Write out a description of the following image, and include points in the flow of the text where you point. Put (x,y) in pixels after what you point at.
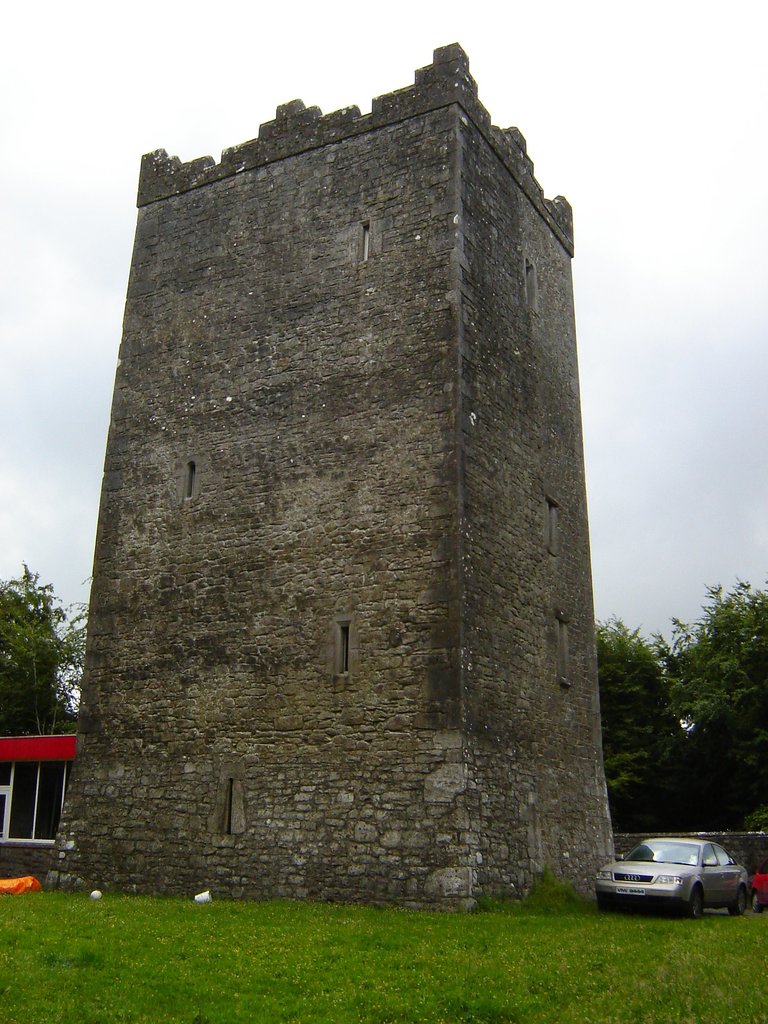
In the center of the image (409,538), we can see an old building (353,524) and there are trees (643,753) and we can see a shed (45,750) and some vehicles (679,865) and some other objects (9,882) on the ground (328,924). At the top (631,93), there is sky (628,152).
